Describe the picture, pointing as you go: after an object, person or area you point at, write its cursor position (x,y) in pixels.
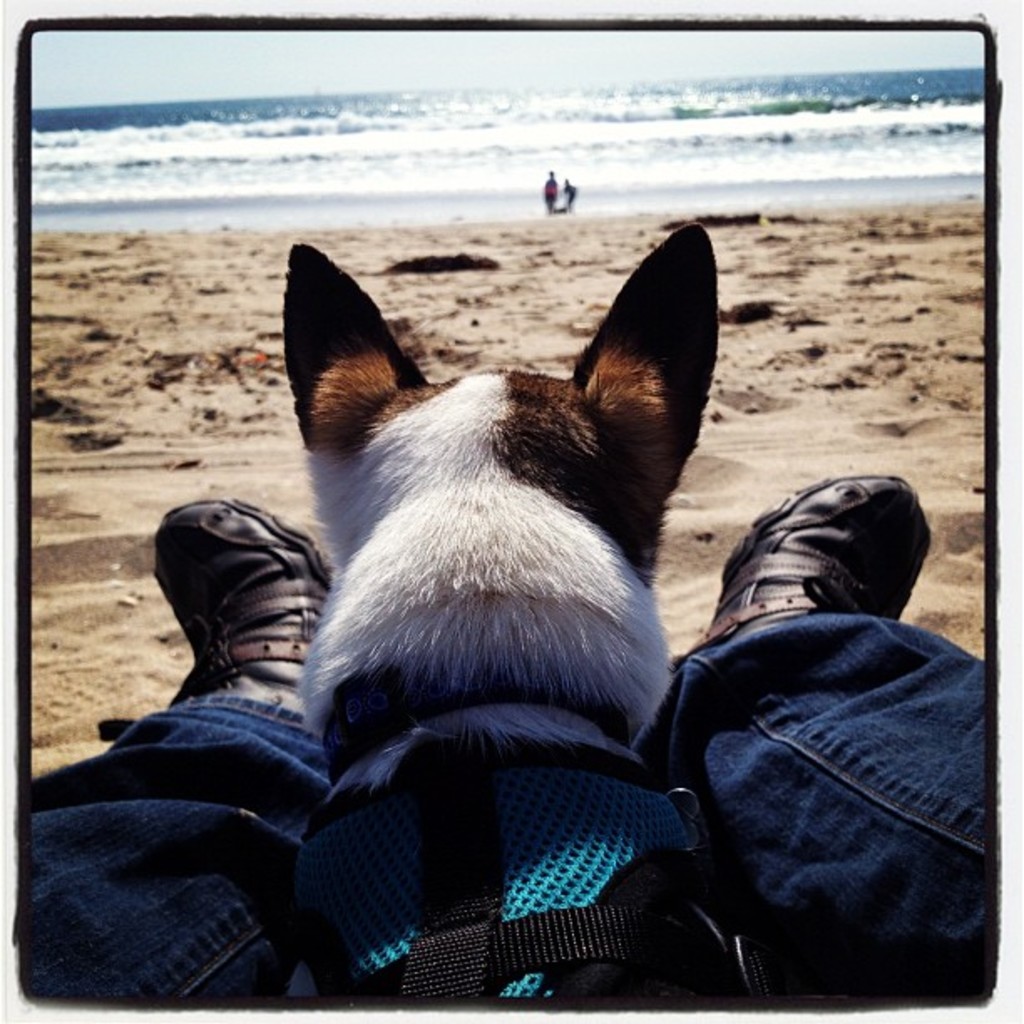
In this picture there is a person (178,521) sitting on the beach side (726,509) with dog (603,326) in between both of his legs (791,902) and there is sand (852,325) there are two persons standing over here and in the backdrop (271,138) there is a sea (479,123) and the sky (478,50) is clear.
